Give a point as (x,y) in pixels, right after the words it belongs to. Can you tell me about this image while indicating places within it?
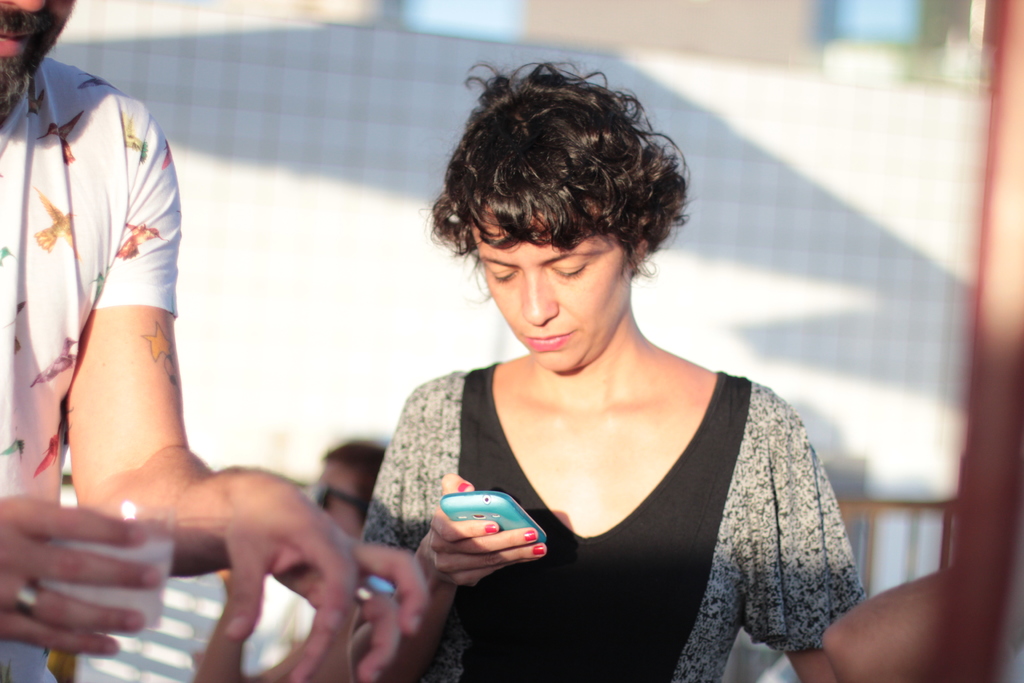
This picture seems to be of outside. In the center (594,308) there is a woman (649,494) wearing black color t-shirt (675,504), holding a mobile phone (504,523) and looking into it. On the left (57,82) there is a man (62,140) wearing white color t-shirt (80,228) and holding a glass (145,554). In the background (342,32) we can see a wall (861,162).
